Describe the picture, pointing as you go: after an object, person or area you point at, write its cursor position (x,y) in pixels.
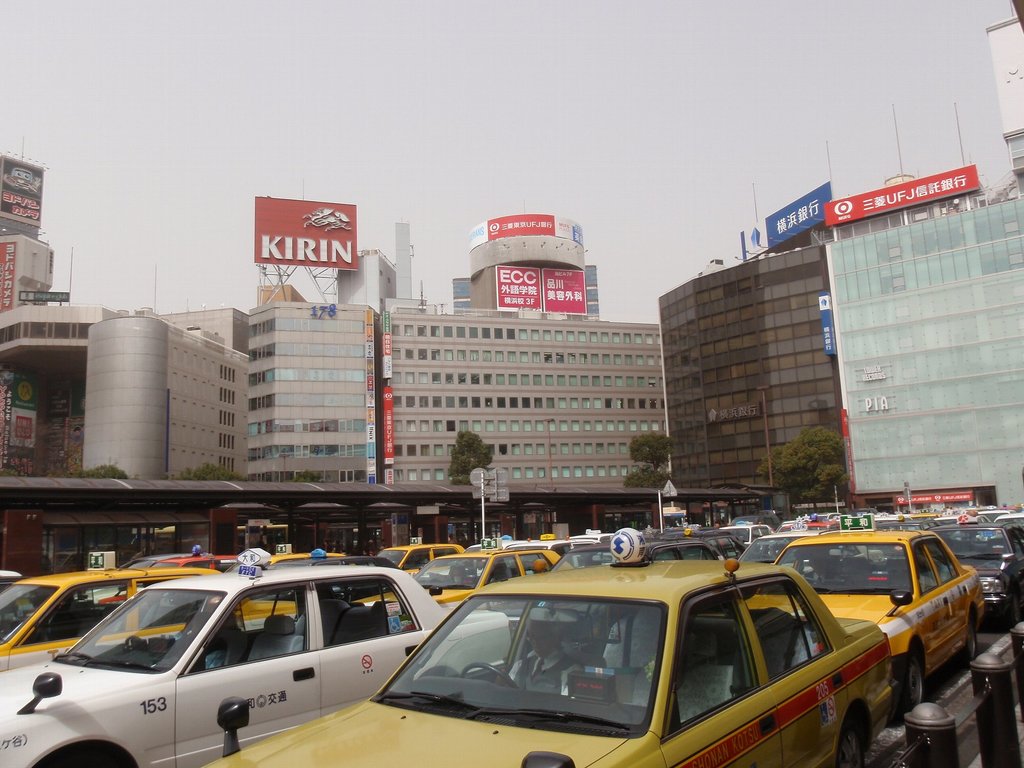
This is the picture of a city (928,339). In this image there are vehicles (439,593) on the road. At the back (656,380) there are buildings (570,403) and trees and poles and there are boards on the poles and there are boards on the buildings (62,319) and there is text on the boards (16,167). At the top (608,129) there is sky (626,119). At the bottom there is a road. At the back (48,558) there is a shelter (547,510). At the bottom right (989,761) there is a railing (933,747).
